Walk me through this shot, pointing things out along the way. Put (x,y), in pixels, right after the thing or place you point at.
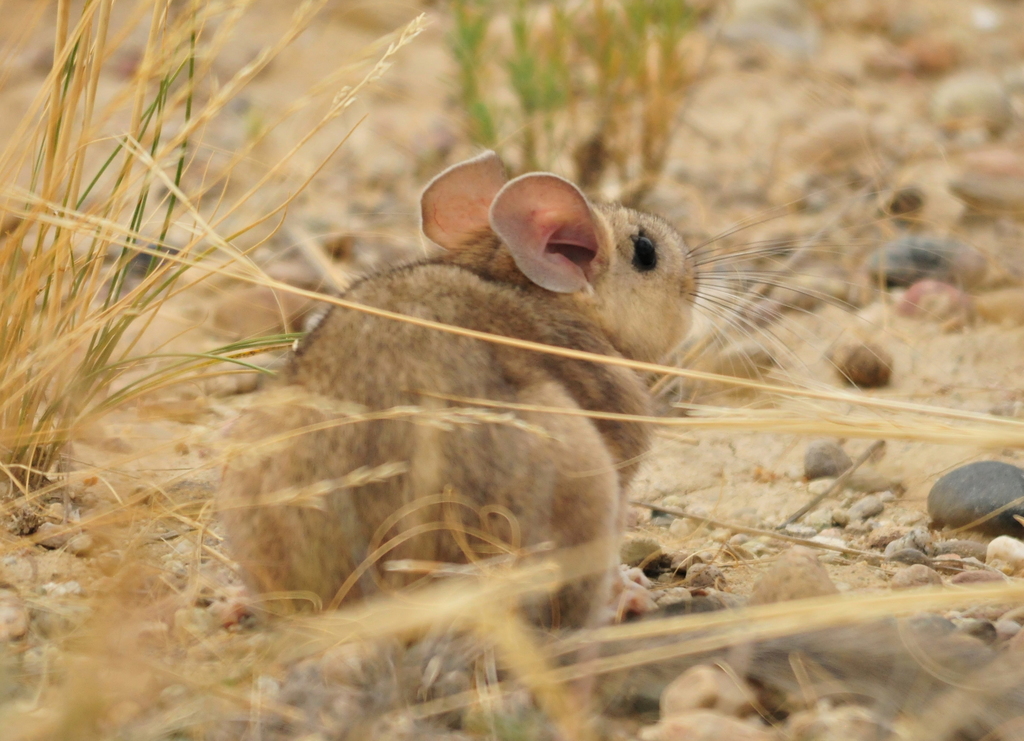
In this picture, we can see a rat (379,513) on the path (245,624) and in front of the rat (446,431) there are stones (942,189) and grass (87,303).
